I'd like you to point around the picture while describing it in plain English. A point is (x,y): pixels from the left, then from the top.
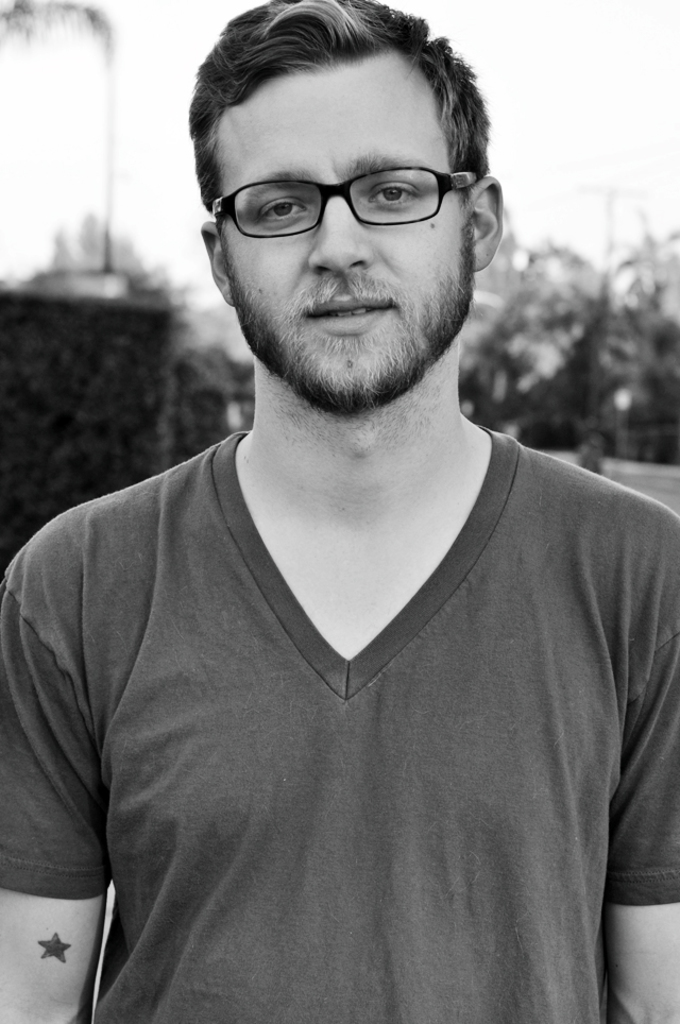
This is a black and white image. We can see a person (265,447) wearing spectacles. We can also see the blurred background (160,393).
